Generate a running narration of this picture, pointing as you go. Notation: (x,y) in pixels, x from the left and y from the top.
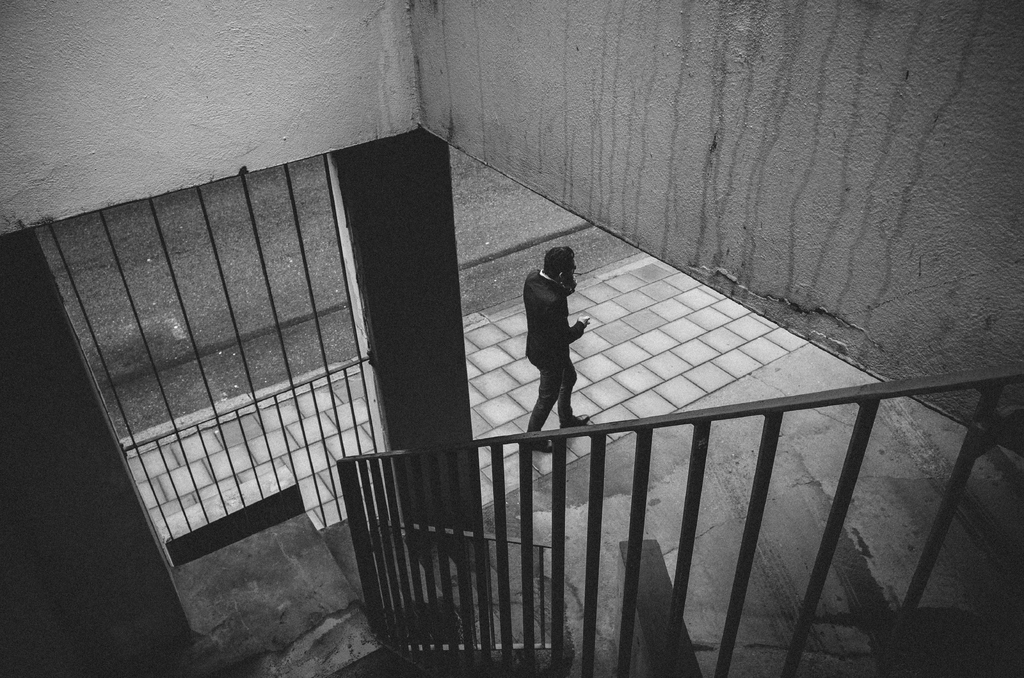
In the foreground of this black and white image, there is railing (372,587), stairs (338,576) and the wall (516,74) at the top (435,82). In the background (622,278), there is a man (560,321) walking on the pavement (659,374).
